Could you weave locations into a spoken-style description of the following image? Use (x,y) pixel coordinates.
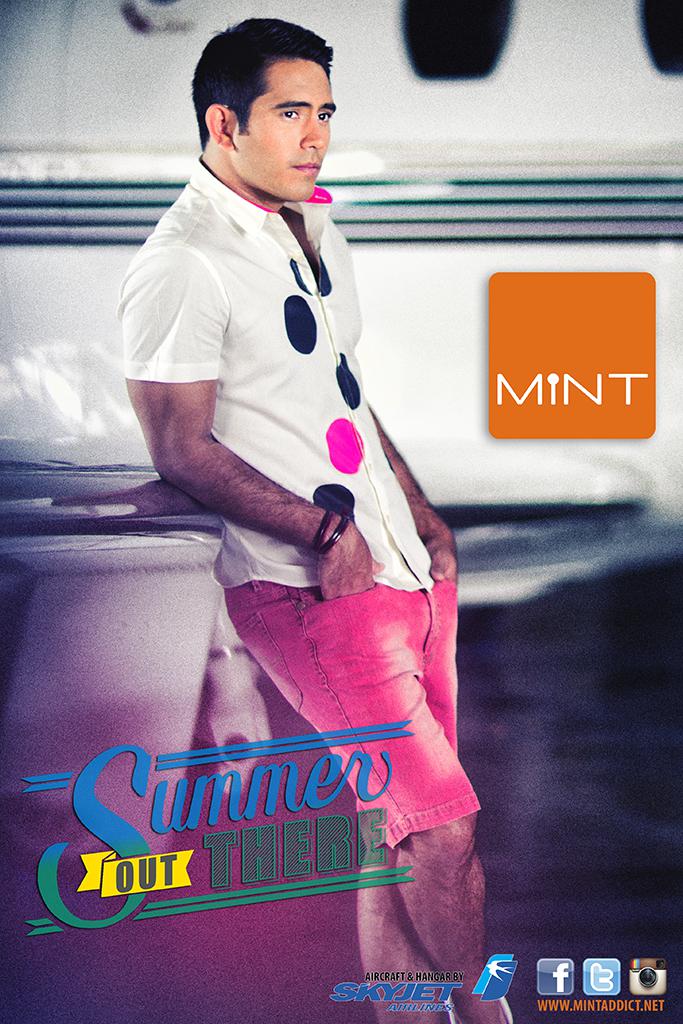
In this image we can see a man (274,464) is standing, he is wearing a white shirt (284,412), the background (620,82) is white, and there is an orange board (588,275).
